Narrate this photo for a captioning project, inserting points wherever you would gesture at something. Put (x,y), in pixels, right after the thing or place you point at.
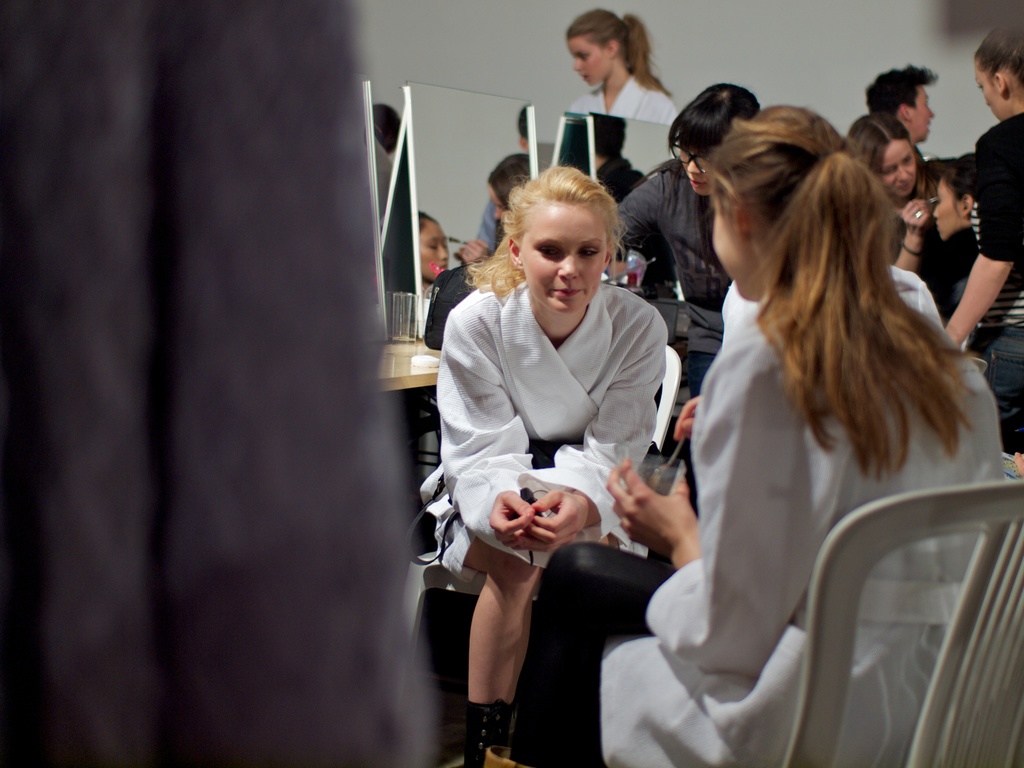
In this image there are three women (752,449) sitting on the chairs (843,585), there are three women (977,242) standing, there is a man (916,82) standing, the persons (881,97) are holding an object (659,475), there is an object (188,390) towards the left of the image (144,298), there is a table (403,349), there are objects (406,332) on the table (416,344), there are mirrors (505,166), there is a wall (499,41) towards the top of the image (771,42).
